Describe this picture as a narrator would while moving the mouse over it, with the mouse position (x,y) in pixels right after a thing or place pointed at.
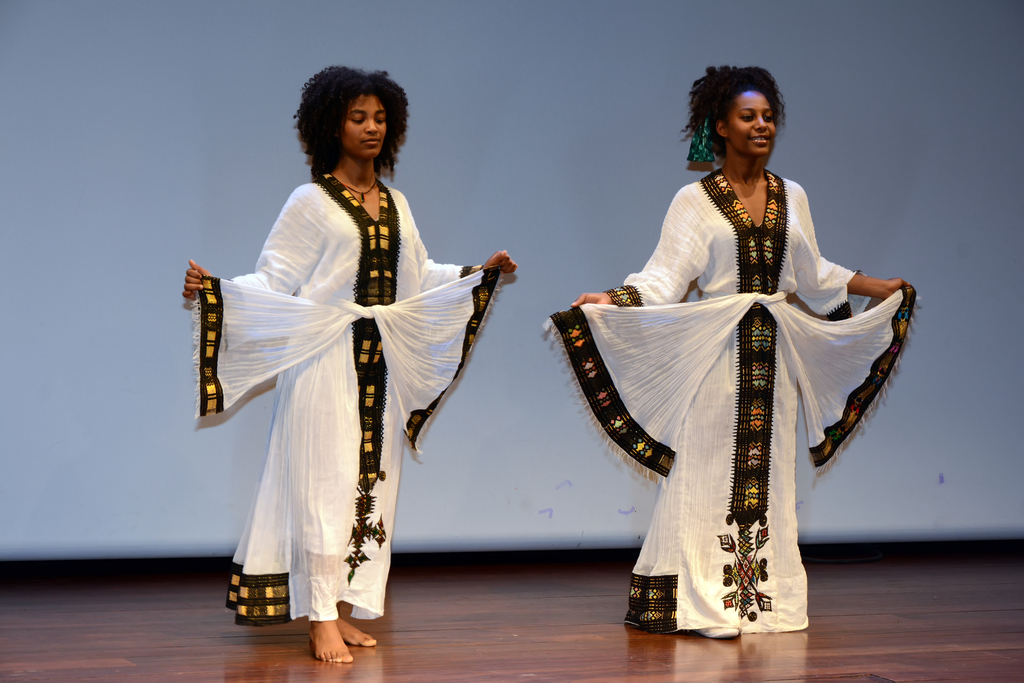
In this image I can see two people (708,525) with cream, white and black color dresses (433,390). I can see these people (662,626) standing on the wooden surface (511,633). And there is a white background (216,28).
